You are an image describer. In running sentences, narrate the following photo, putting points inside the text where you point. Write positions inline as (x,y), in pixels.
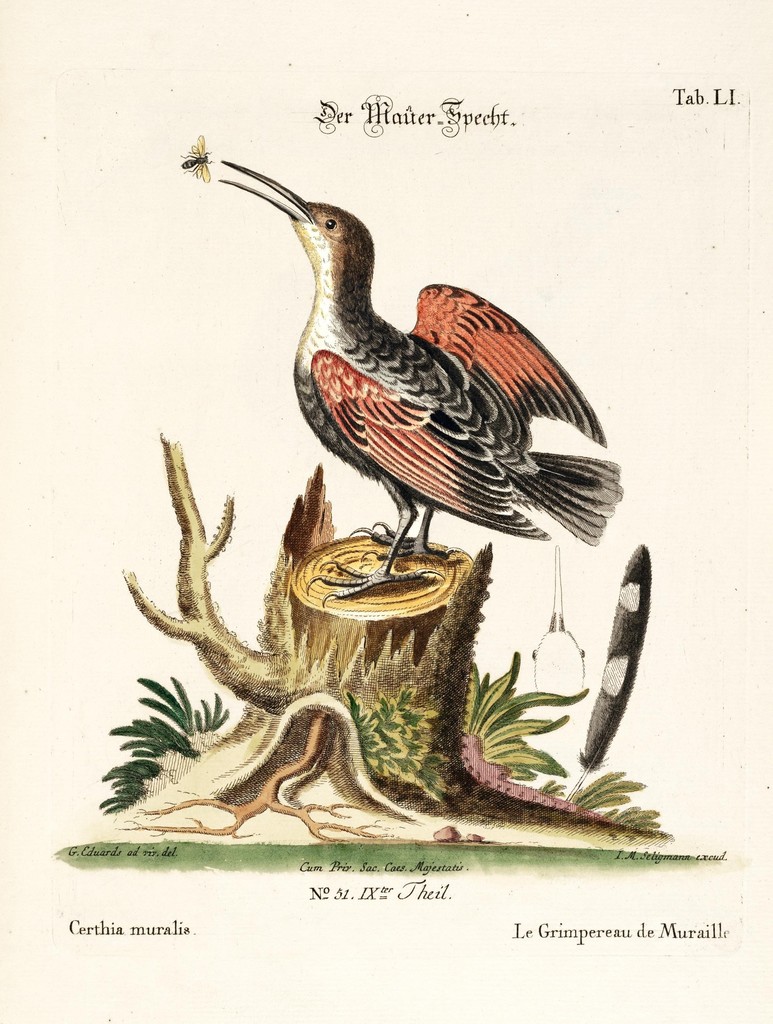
In this picture I can see a paper (485,751). On the paper (509,803) there is an image (373,349) of a bird (304,417) standing on a tree trunk (291,736), there is an insect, there are plants (509,735) and there are words (408,899) on it.
